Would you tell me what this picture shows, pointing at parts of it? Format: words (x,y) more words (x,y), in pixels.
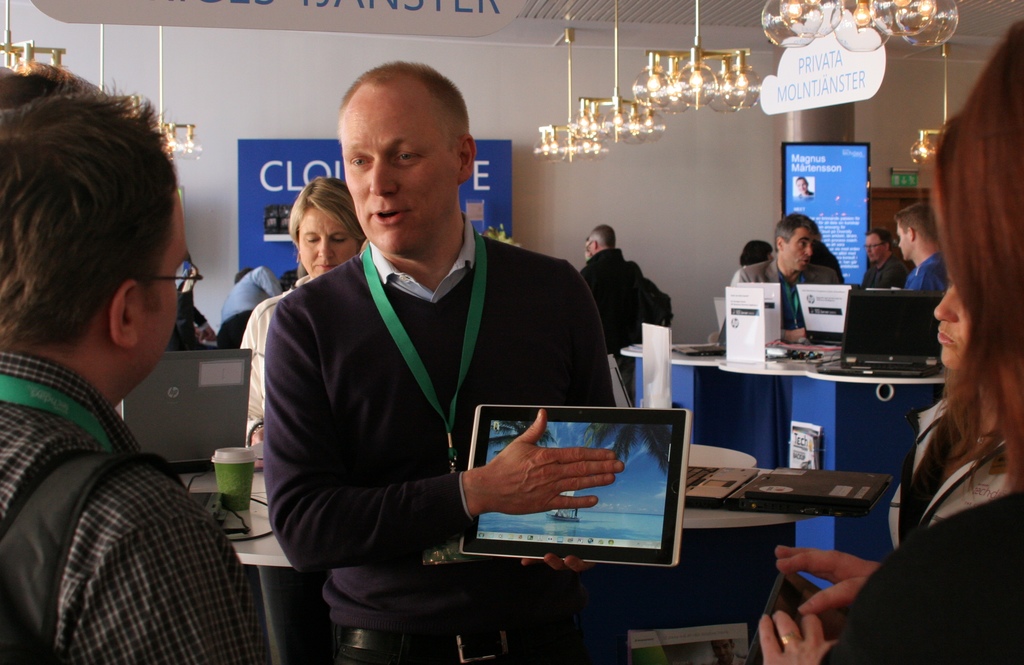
In this picture we can see a person (442,345) holding tablet(device) (677,415) in his hand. We can see a few people (787,337) from left to right. There are some electronic devices (778,479) and a cup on the tables (254,559). We can see a board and a poster (802,144) There is a green color object (913,180) and a wooden object (883,220) in the background (876,225). Some lights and a white board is visible on top (696,75).
